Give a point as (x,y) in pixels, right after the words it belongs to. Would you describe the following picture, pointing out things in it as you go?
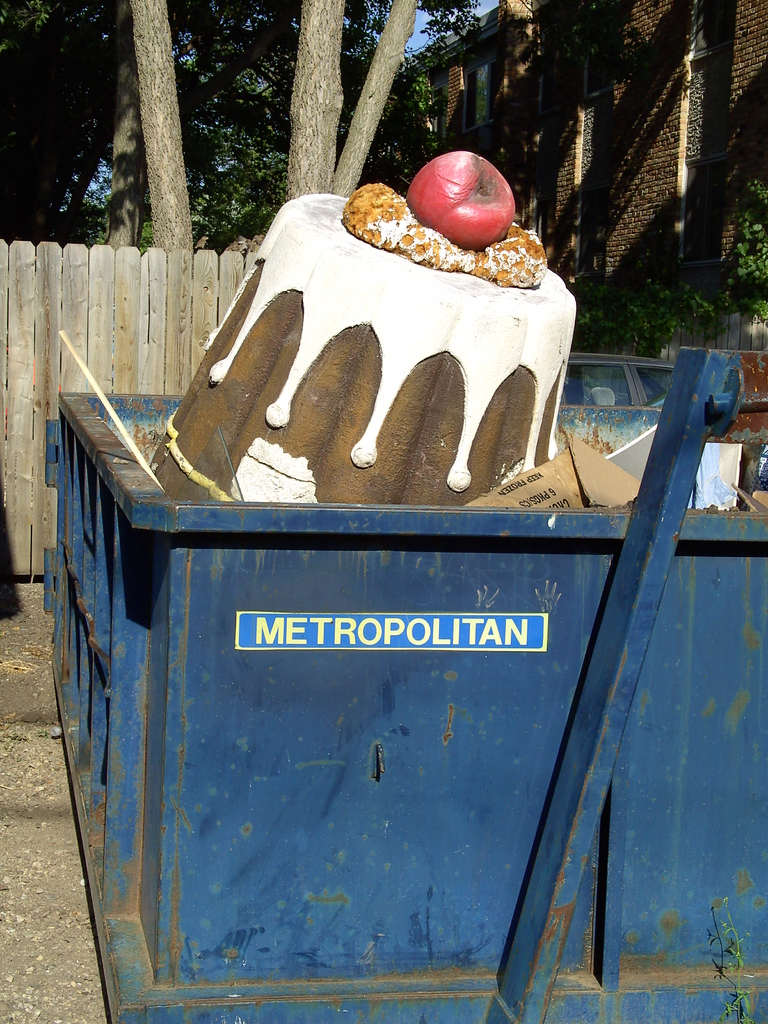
In this image we can see a building (591,141). There are many trees (135,91) in the image. There is a dustbin (461,608) in the image. There is a wooden fencing (166,317) in the image.
